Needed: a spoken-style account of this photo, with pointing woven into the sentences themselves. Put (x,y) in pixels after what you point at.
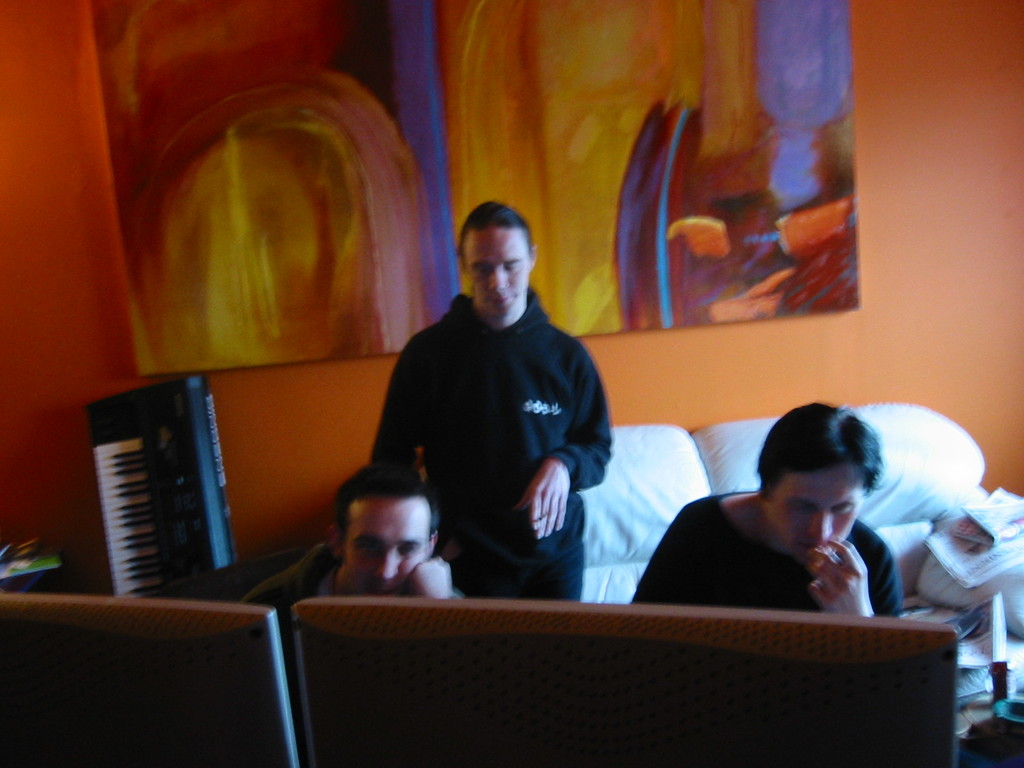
In this image, on the right side (703,573) and on the middle (423,482), we can see two people (679,569) are in front of two monitors (494,654). In the middle of the image (523,327), we can also see a black color dress man (545,497) is standing. On the left side (115,568), we can also see a musical keyboard (219,503) and some object (23,545). On the right side (974,705), we can also see some object (999,712). In the background (944,480), we can see a couch (957,491), on the couch (971,495), we can see some books (990,525). In the background (245,203), we can also see a painting (610,116) which is attached to a wall (899,98) which is in orange color.
